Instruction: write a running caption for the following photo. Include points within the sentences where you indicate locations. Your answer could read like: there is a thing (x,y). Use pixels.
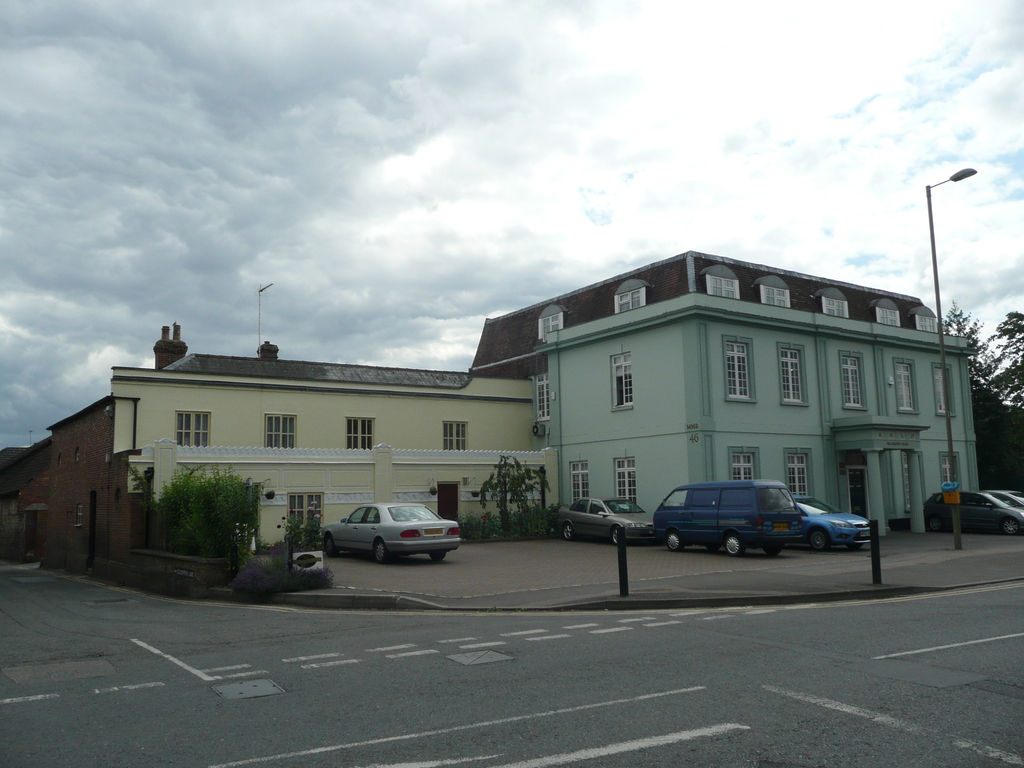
In this picture, there is a building (370,411) which is in green and yellow in color. Before it, there are vehicles (731,546) which are in different colors. At the bottom (454,651), there is a road (731,701). At the top (371,108), there is a sky (546,121) with clouds (540,163).
